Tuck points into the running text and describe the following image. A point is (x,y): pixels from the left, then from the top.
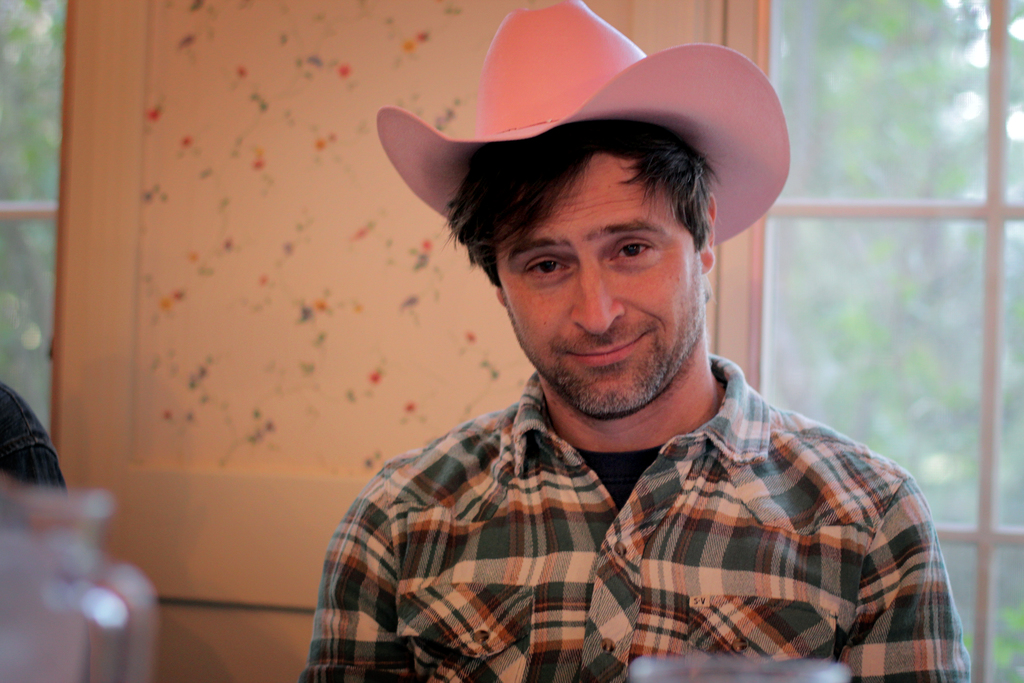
In the middle of the image (552,364) we can see a man (611,390), he wore a cap (769,108), in the background (889,296) we can see trees (876,98).
